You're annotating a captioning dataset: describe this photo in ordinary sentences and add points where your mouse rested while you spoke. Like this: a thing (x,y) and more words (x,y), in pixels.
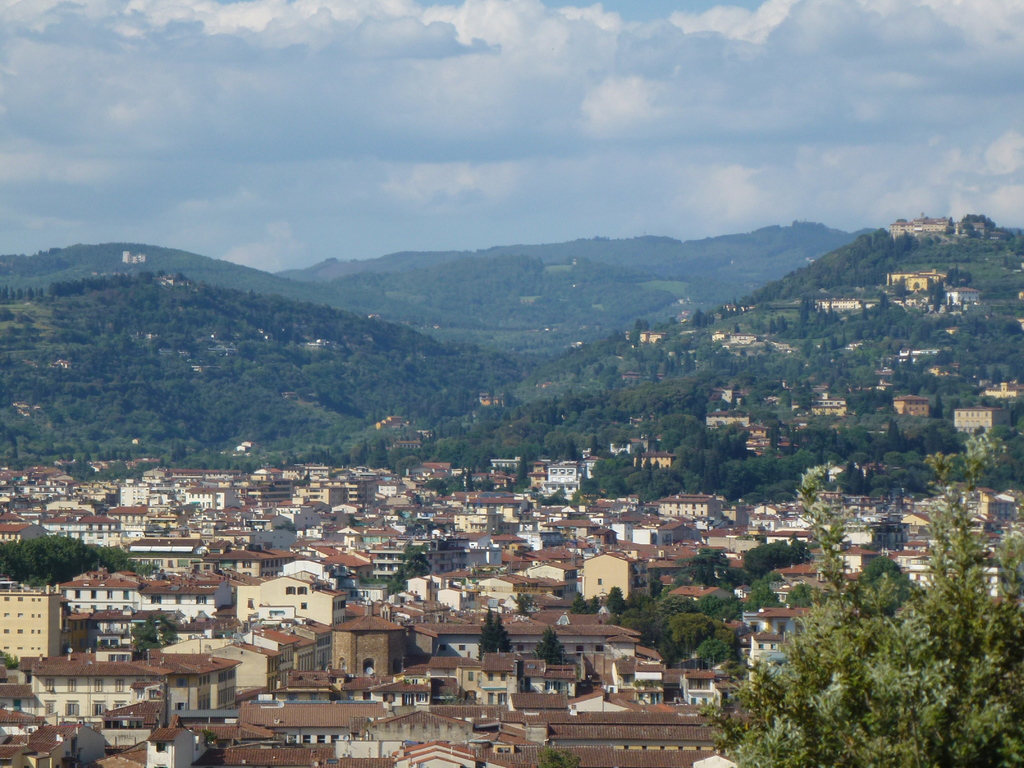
This is a picture of the city (483,674) where there are buildings (162,737), trees (508,348), hills (4,268), sky (373,127).
